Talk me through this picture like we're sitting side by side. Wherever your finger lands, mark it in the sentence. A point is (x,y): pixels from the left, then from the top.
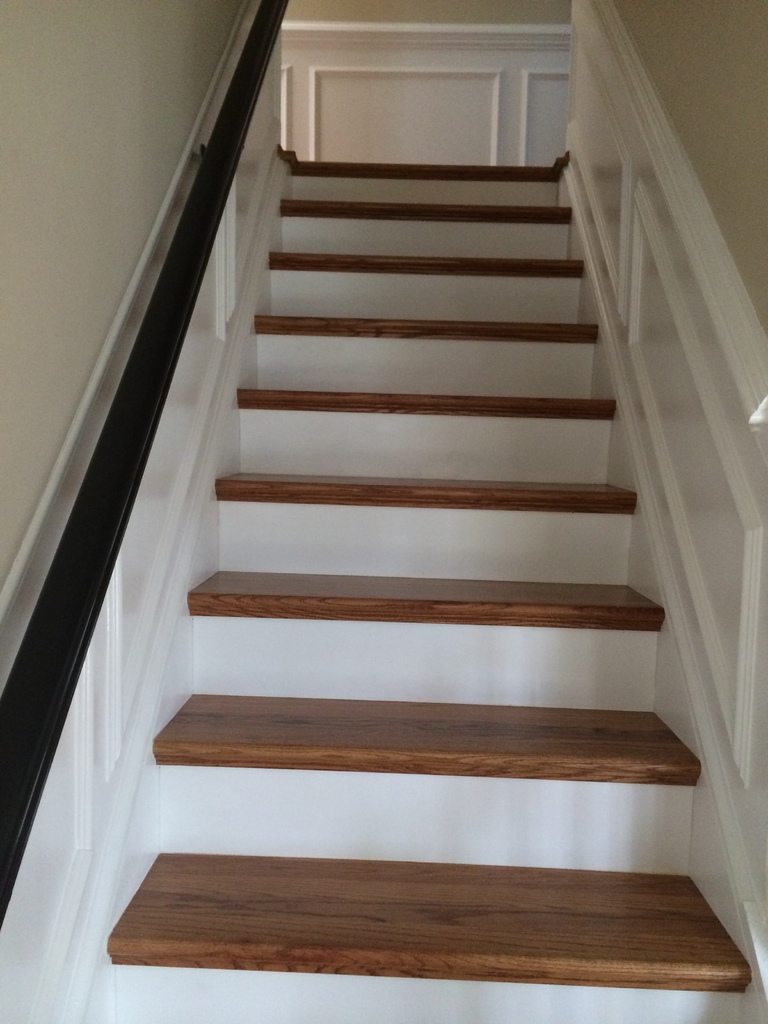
In this picture we can see a staircase (511,670) and we can see a wall (7,372) in the background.
